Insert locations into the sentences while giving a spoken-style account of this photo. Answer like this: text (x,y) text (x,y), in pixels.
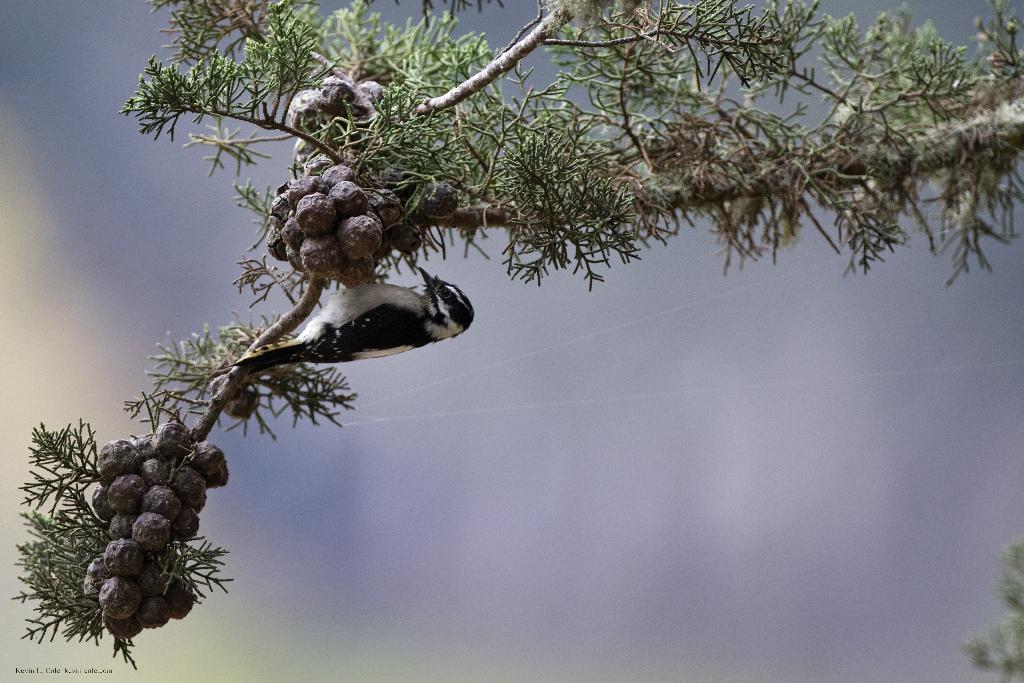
In the center of the image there is a bird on the tree branch (571,205).
